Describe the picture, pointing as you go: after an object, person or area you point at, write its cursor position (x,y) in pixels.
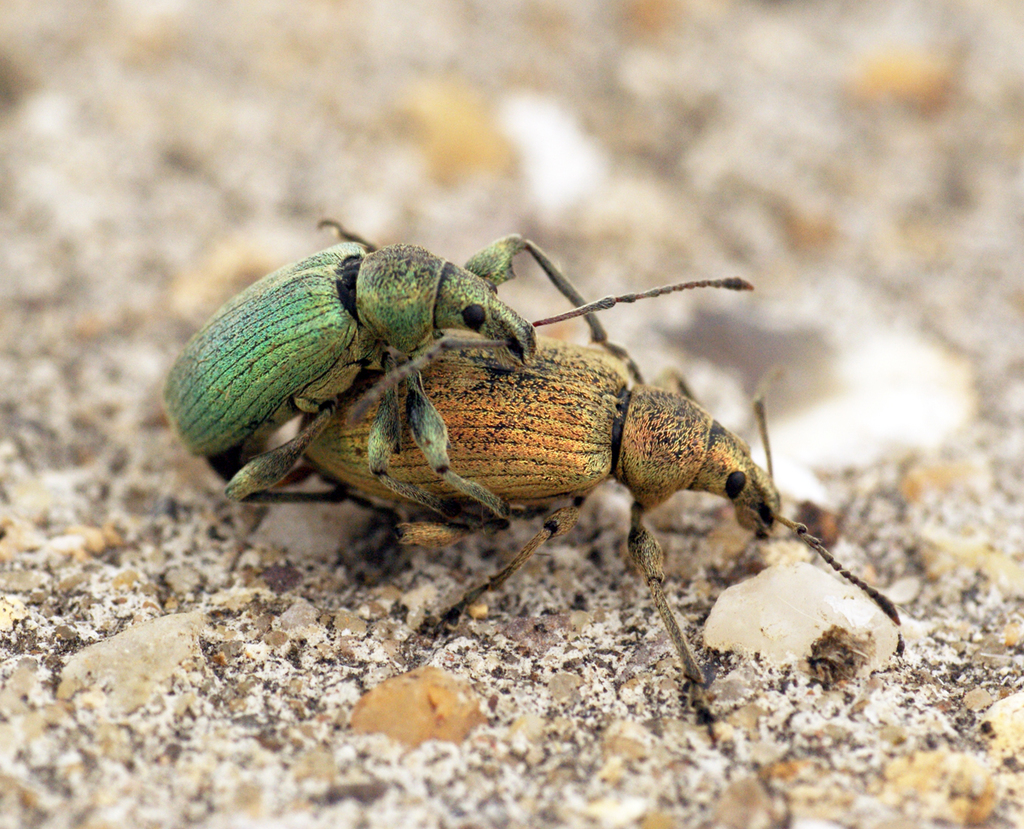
In this image, we can see insects (242,479) and surface (684,772). Top of the image (134,245), we can see the blur view.
